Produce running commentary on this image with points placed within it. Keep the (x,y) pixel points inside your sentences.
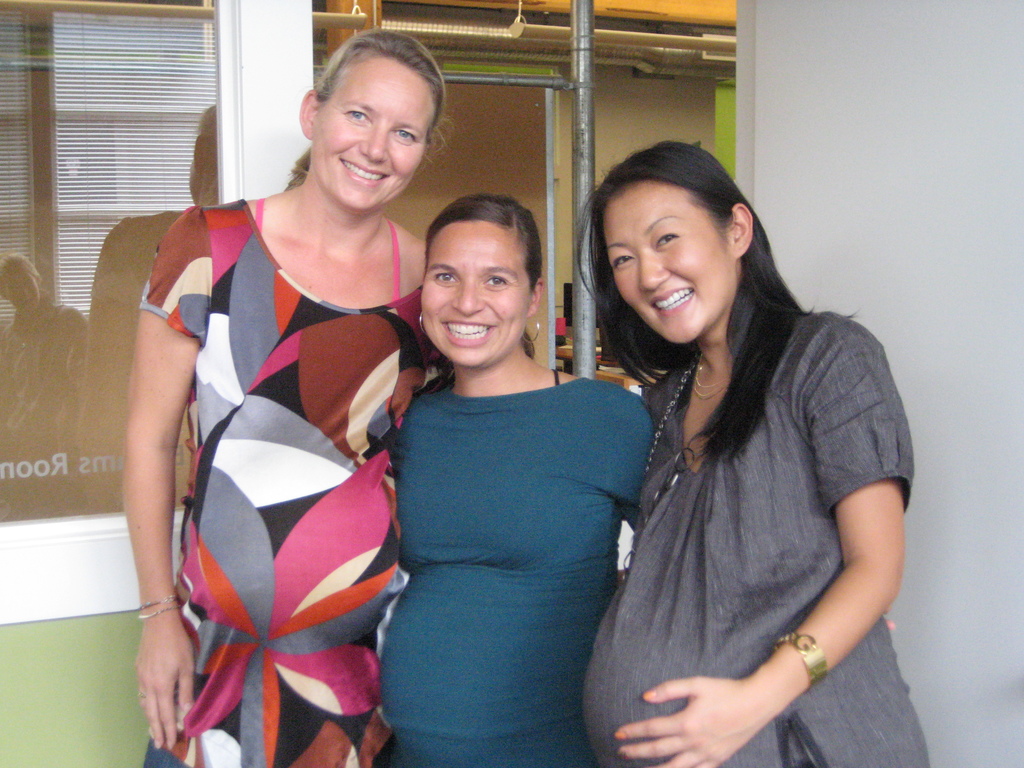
3 pregnant women (703,504) are standing. There is a pole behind them.
